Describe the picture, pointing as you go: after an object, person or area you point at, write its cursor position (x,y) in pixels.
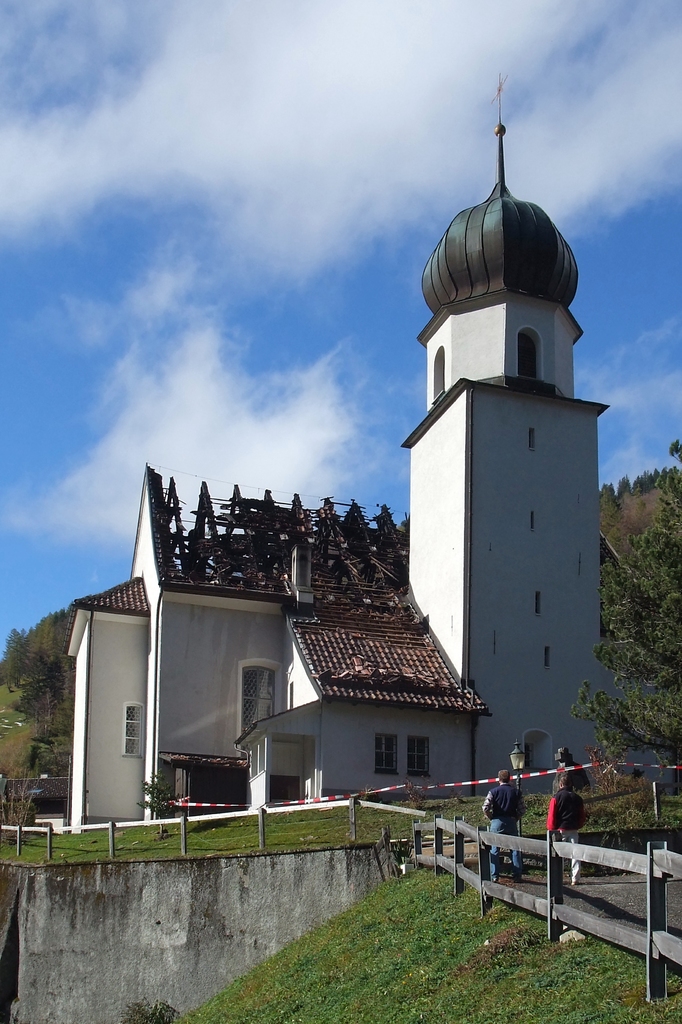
In this image in front (579,854) there is a fence (593,922). At the bottom of the image (392,968) there is grass (363,959) on the surface (407,983). There are two people (574,864) walking on the ground (600,899). In the background of the image (431,613) there is a building (364,561). There are plants (626,797), trees (613,634) and sky (209,242).
